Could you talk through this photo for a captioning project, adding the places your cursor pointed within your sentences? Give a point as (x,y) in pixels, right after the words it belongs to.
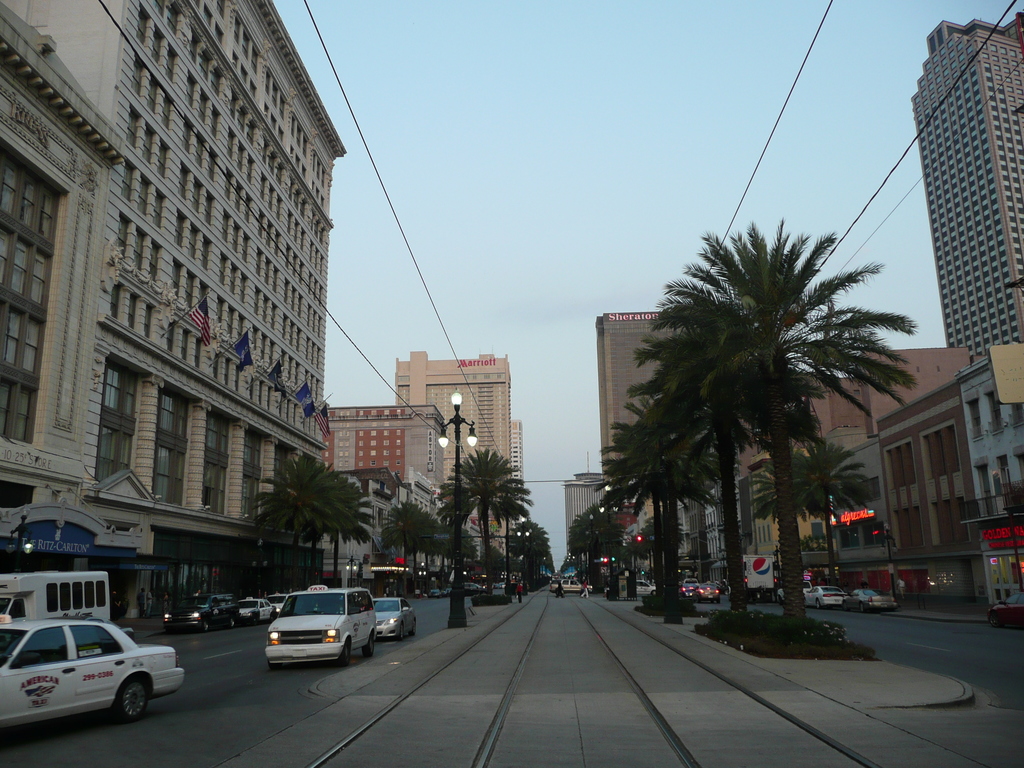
In this image we can see vehicles (313,624) are moving on the roads (933,661). To the both sides of the image we can see buildings (229,421), poles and trees (718,403). We can see flags (301,390) are attached to one building (220,339). At the top of the image (591,122) we can see the sky (524,166) and wires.
